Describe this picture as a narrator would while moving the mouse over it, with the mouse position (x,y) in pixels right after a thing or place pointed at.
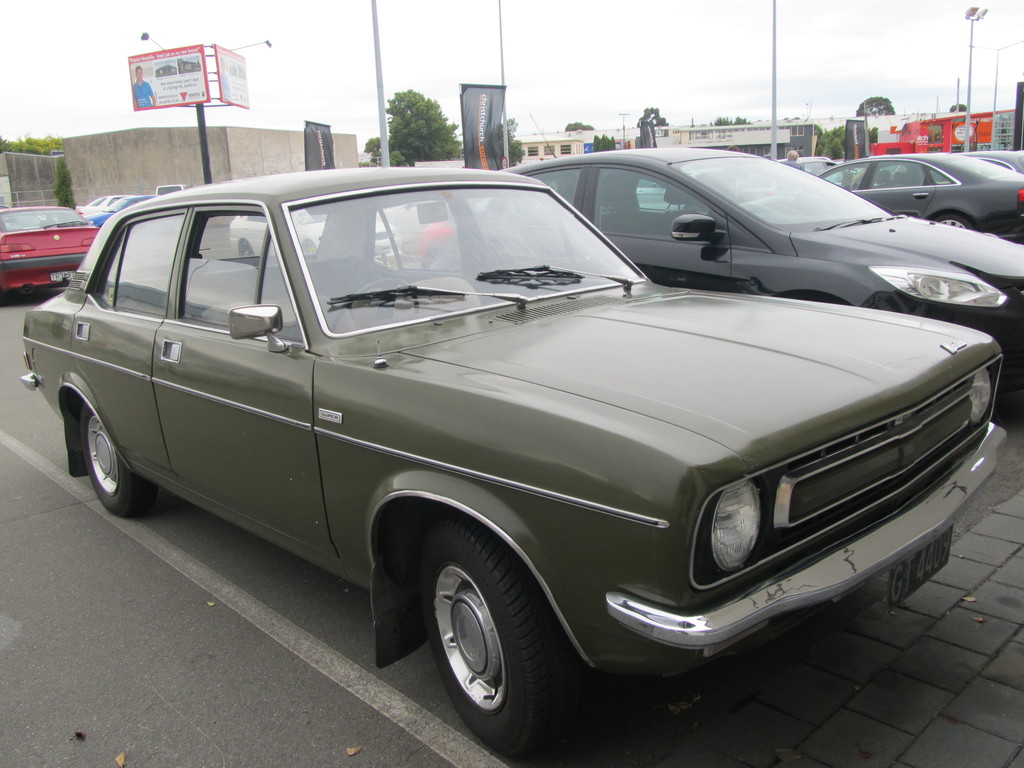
In this image I can see few vehicles (862,426). In front (617,433) the vehicle (634,429) is in olive green color, background (662,114) I can see few plants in green color. I can also see few banners (481,153) attached to the poles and I can also see few light poles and the sky (659,78) is in white color.
